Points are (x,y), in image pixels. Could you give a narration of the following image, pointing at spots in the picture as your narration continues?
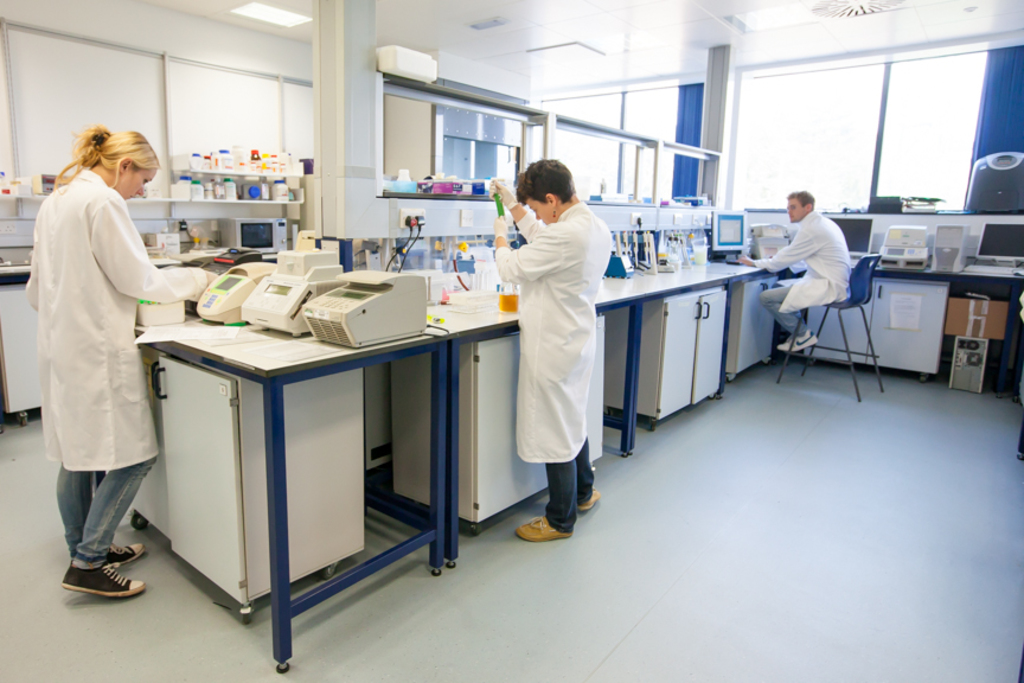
A picture of a laboratory (416,271). These 2 persons (585,266) are standing and wore a white coat (567,425). This woman (555,358) is holding a tube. This man (821,240) is sitting on a chair (850,283) in-front of a monitor (740,235). On rack (270,173) there are bottles (197,191). These are electronic devices (322,279). This is a window (762,140) with curtain (692,131). This is a monitor (1003,251) with keyboard (1001,271).
